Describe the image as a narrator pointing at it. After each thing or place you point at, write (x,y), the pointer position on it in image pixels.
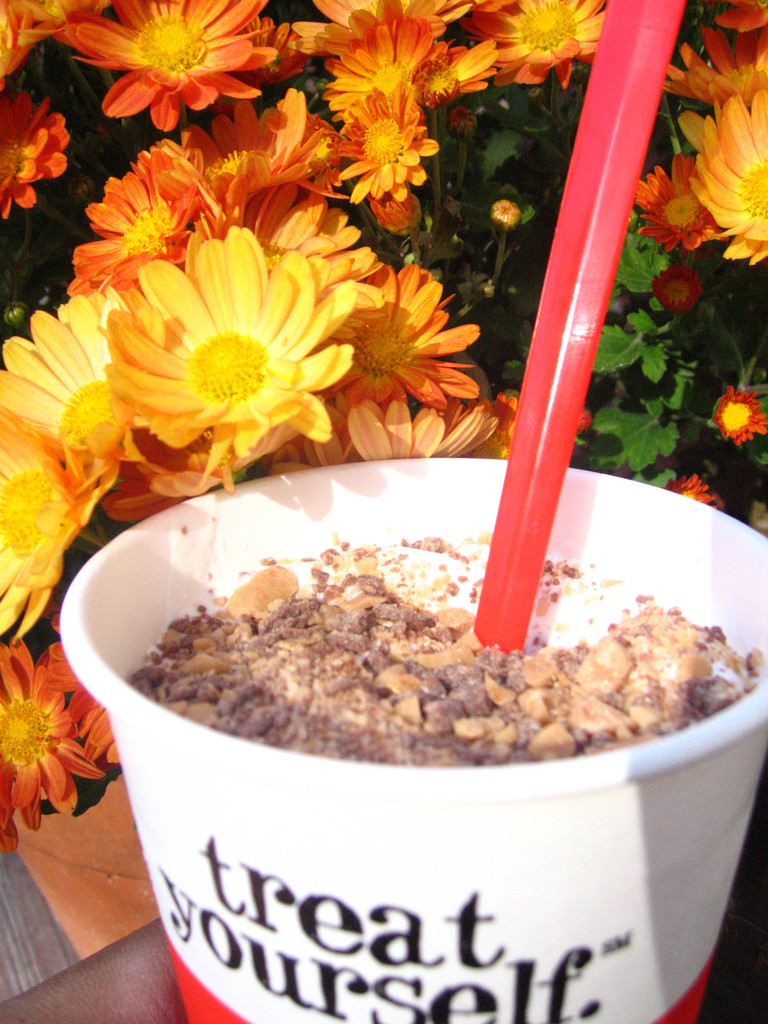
In the image there is an ice cream cup (378,681) with a spoon (626,54) in a hand (149,1014) and behind it there is a flower plant (363,216).
